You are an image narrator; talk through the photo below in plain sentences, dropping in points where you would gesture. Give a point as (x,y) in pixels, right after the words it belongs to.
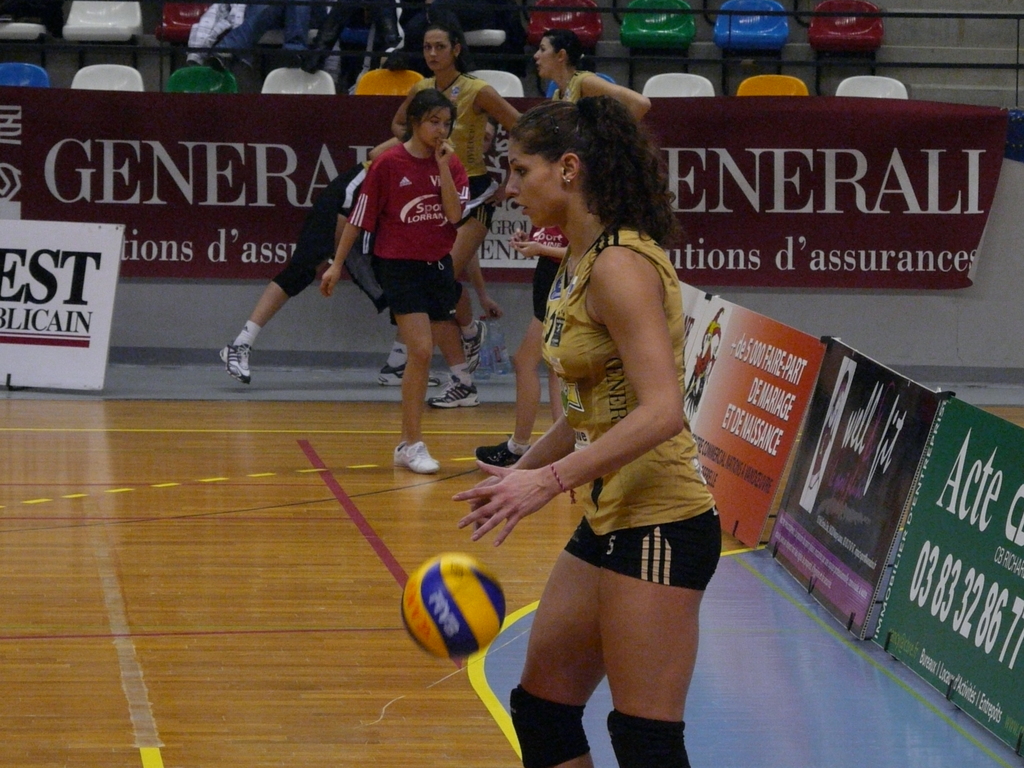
In this picture there is a girl (613,120) in the center of the image (647,353), she is about to catch the ball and there are other people (300,8) in the background area of the image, there are posters (190,242) in the image and there are chairs (663,42) at the top side of the image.
